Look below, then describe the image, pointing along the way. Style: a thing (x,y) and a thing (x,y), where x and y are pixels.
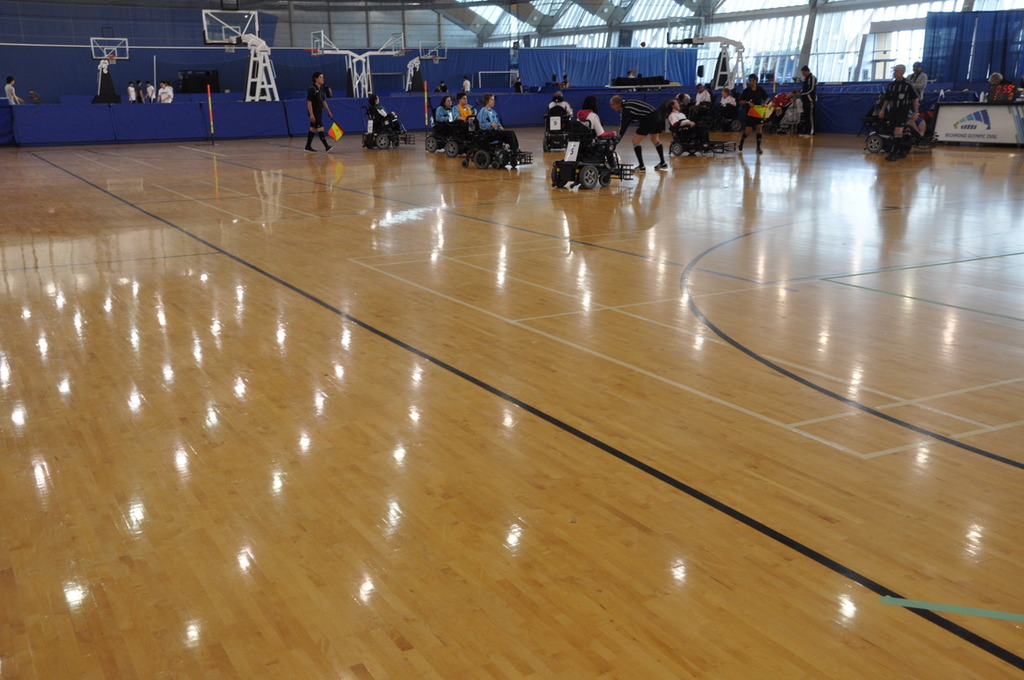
In this image I can see group of people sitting on the wheelchair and I can see few persons (881,116) standing. Background (599,77) I can see few blue colored curtains (552,59).
